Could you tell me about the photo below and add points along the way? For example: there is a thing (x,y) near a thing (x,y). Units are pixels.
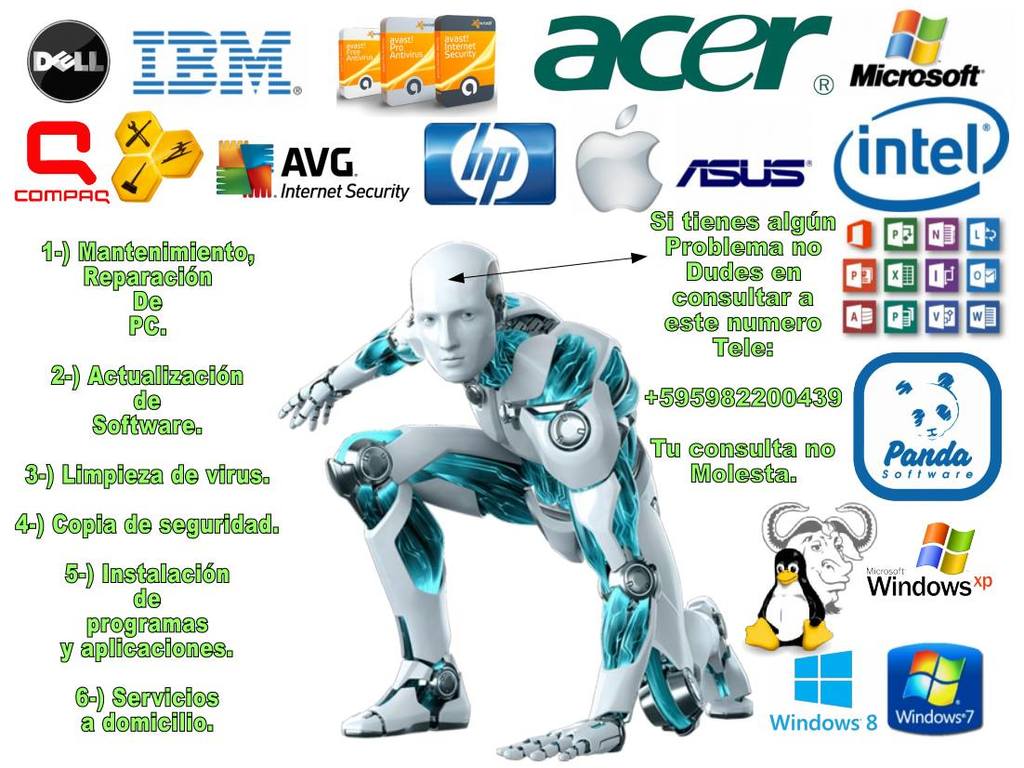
This is a poster (759,312). On this poster (747,371) we can see a robot (571,732), logos (773,513), and text (212,474) written on it.
